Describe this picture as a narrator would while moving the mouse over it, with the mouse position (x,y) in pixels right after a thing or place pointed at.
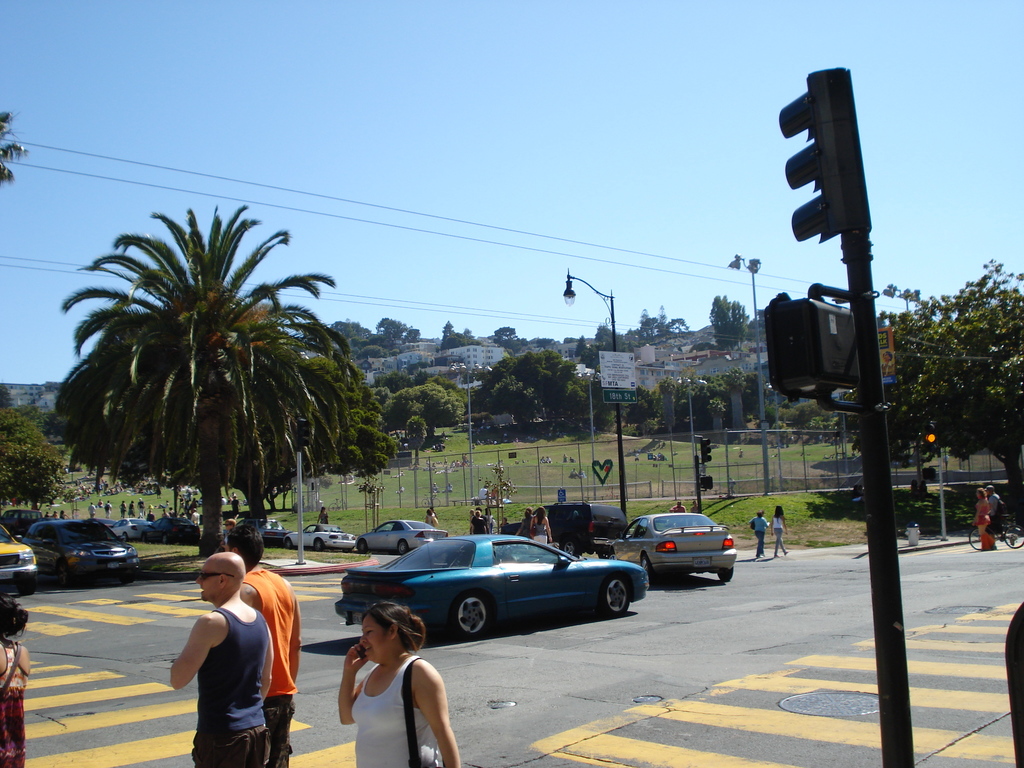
In this image we can see the people (259,666) walking on the road (665,574) and there are vehicles (12,565) on the road (450,654). We can see the street lights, traffic light (847,334), fence (835,446) and poles (863,442). In the background (816,253), we can see the trees (586,391), building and sky (502,157).
